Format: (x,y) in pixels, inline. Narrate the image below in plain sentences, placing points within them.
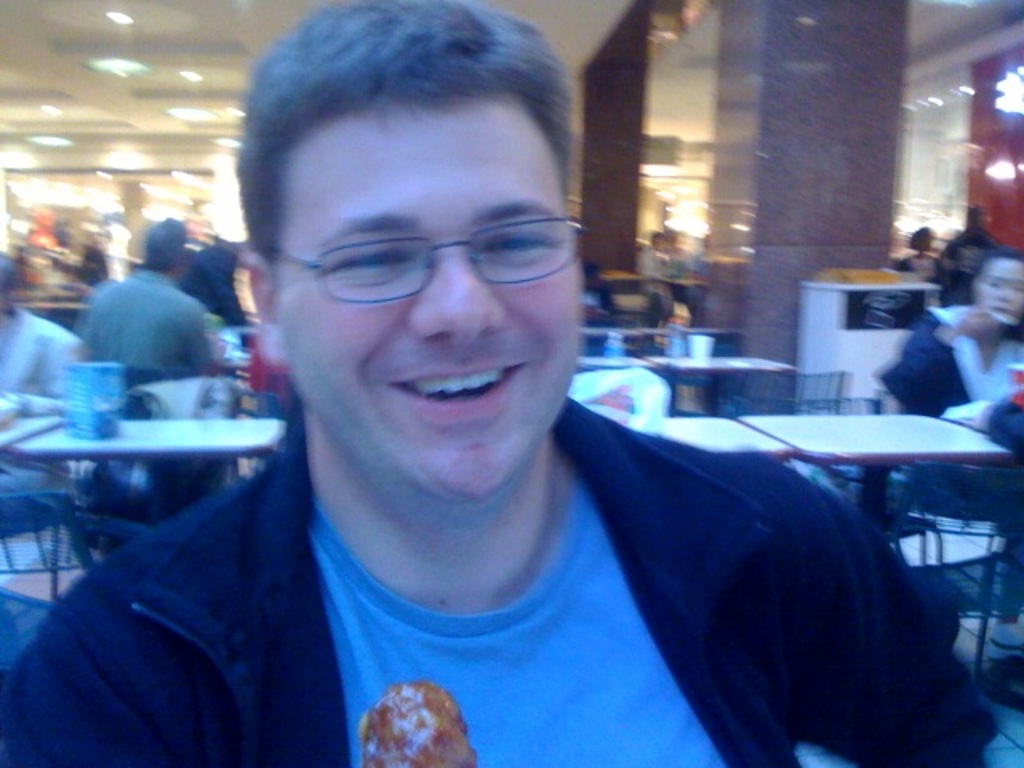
In this image there is a person (449,273) wearing spectacles (400,279). Behind him there are few chairs (705,391) and tables (951,451). Few persons (113,316) are sitting on the chairs (829,392). Left side (177,441) there is a table (139,427) having few objects (120,393) on it. Few lights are attached to the roof (40,31).
